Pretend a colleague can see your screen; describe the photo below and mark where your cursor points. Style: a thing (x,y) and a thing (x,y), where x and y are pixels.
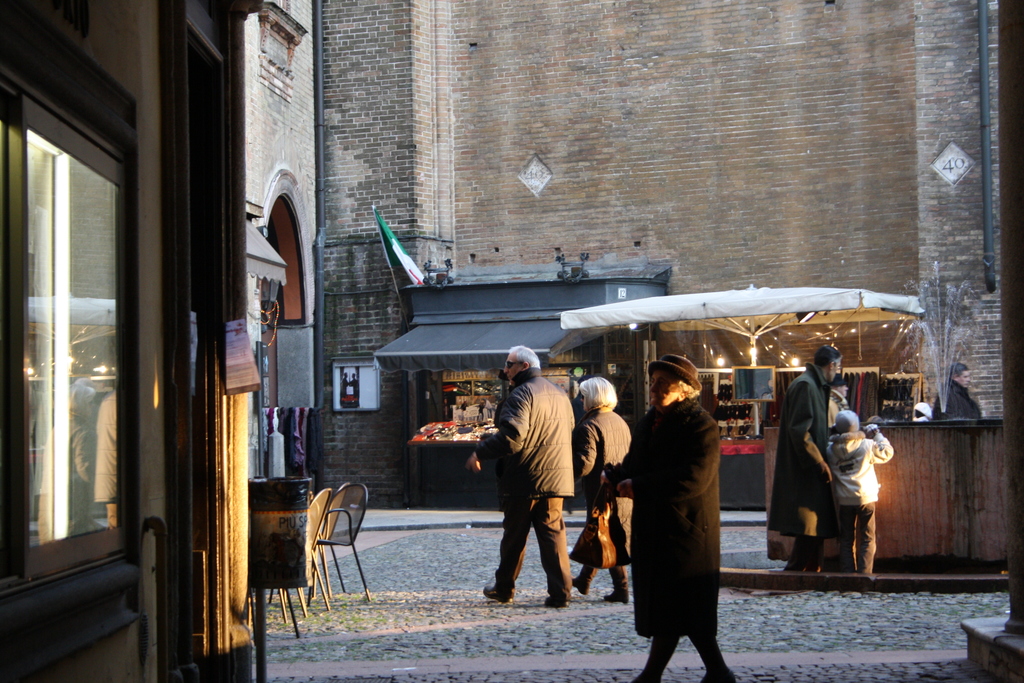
In the picture we can see a path (542,641) to it, we can see some people (654,593) are walking and near to it, we can see a building (21,312) with shop (61,651) and near it, we can see some chairs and to the opposite side we can see a shop (748,321) and behind it we can see a building wall (995,292).
